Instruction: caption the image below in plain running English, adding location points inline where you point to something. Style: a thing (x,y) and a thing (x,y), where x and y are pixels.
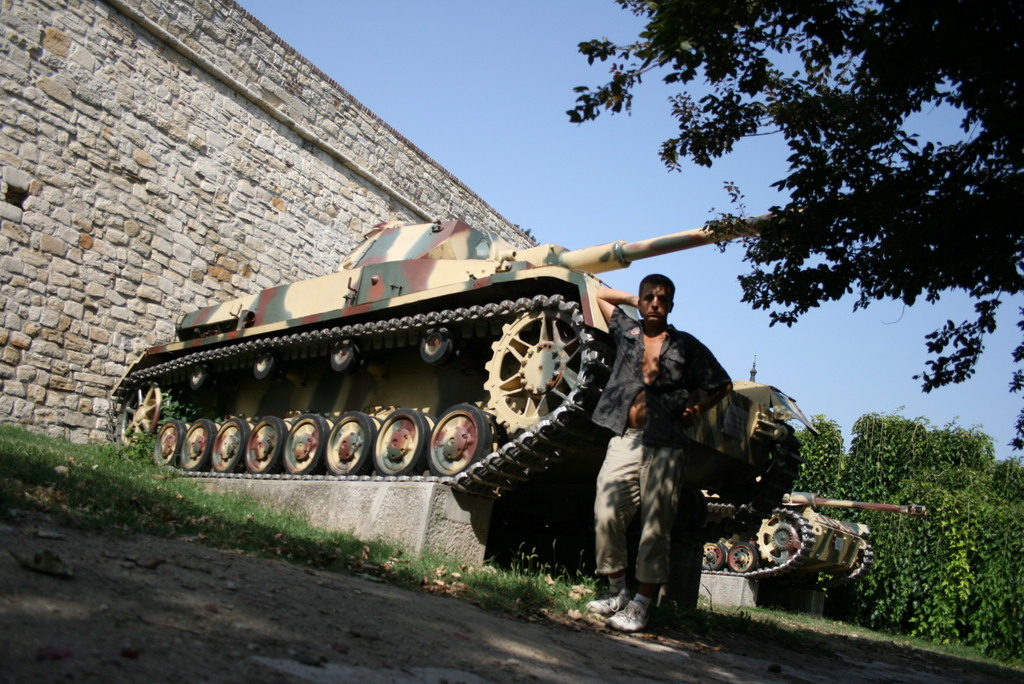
In this image, we can see a man (607,473) standing and at the right side (891,175) there are some green color trees (918,535), at the top (409,97) there is a blue color sky (409,97).
